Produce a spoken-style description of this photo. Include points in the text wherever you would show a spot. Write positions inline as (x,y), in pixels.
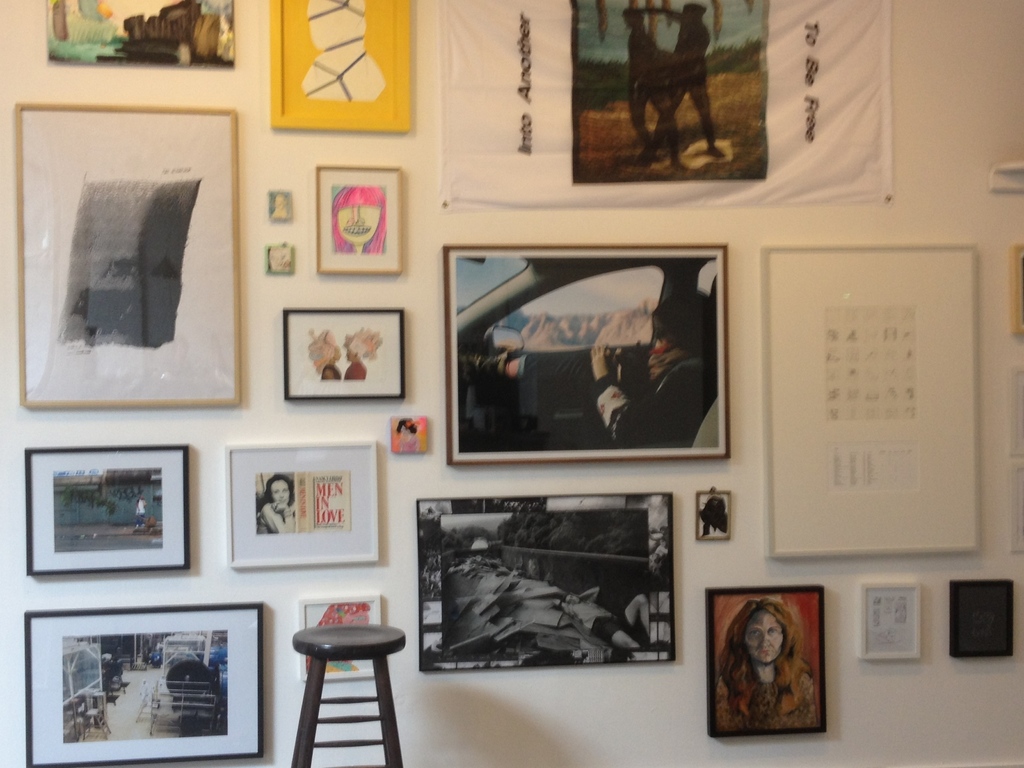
To the wall (190,87) there are photo frames (545,521), there is stool (351,635), in this photo there is woman (282,515), this is car (528,272), two persons (671,72) standing.
